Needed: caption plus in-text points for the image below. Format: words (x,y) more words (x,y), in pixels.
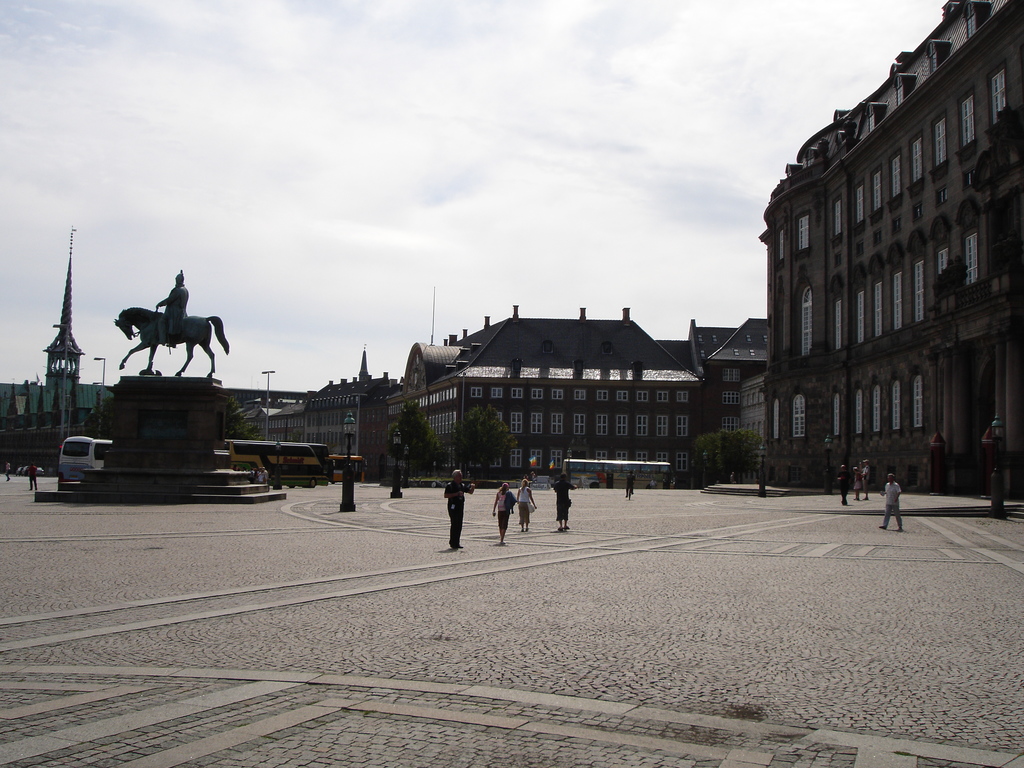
In this image I can see on the left side (177,290) there is a statue (205,338) of a man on a horse (147,344). In the middle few people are walking. On the back side (421,457) there are trees (455,458) and buildings (519,457) and there are buses (340,473). At the top (476,225) it is the cloudy sky (485,195).
